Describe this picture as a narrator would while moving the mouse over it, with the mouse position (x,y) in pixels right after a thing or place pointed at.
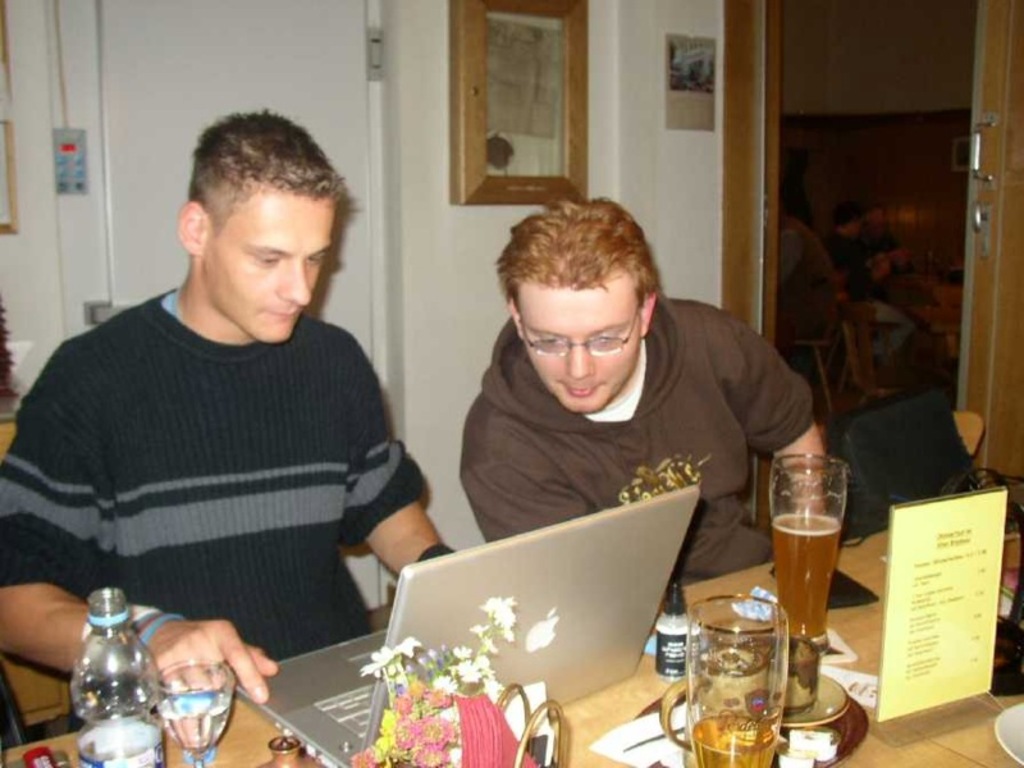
We can see calendar (696,129), frame (521,107) on a wall (617,123). This is a door (318,112). Here we can see persons (232,378) sitting on chairs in front of a table (978,735) and they are staring at the laptop (450,617). On the table (862,559) we can see laptop (639,604), glasses (802,566) with drink (803,610) in it, board (889,677), flower vase (413,682), bottles (158,733), plate (1006,722) and a device (857,597). On the background (894,346) we can see other room (864,254) and persons (864,270) sitting on chairs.
